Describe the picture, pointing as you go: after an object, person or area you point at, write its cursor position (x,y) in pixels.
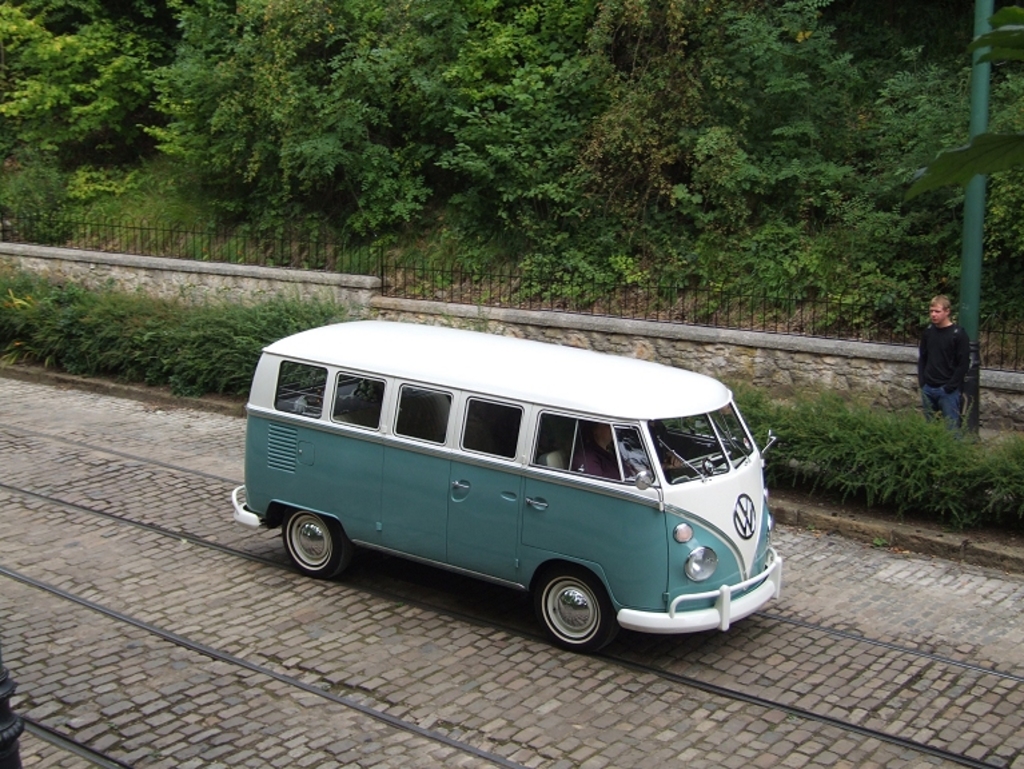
In the background (915,15) we can see the trees (880,192), wall (798,369), railing (608,310). We can see a person (946,347) wearing a black t-shirt (953,367), standing near to a green pole (965,257). On the road (113,417) we can see a van (386,342). In the bottom left corner of the picture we can see a black object (8,757).
